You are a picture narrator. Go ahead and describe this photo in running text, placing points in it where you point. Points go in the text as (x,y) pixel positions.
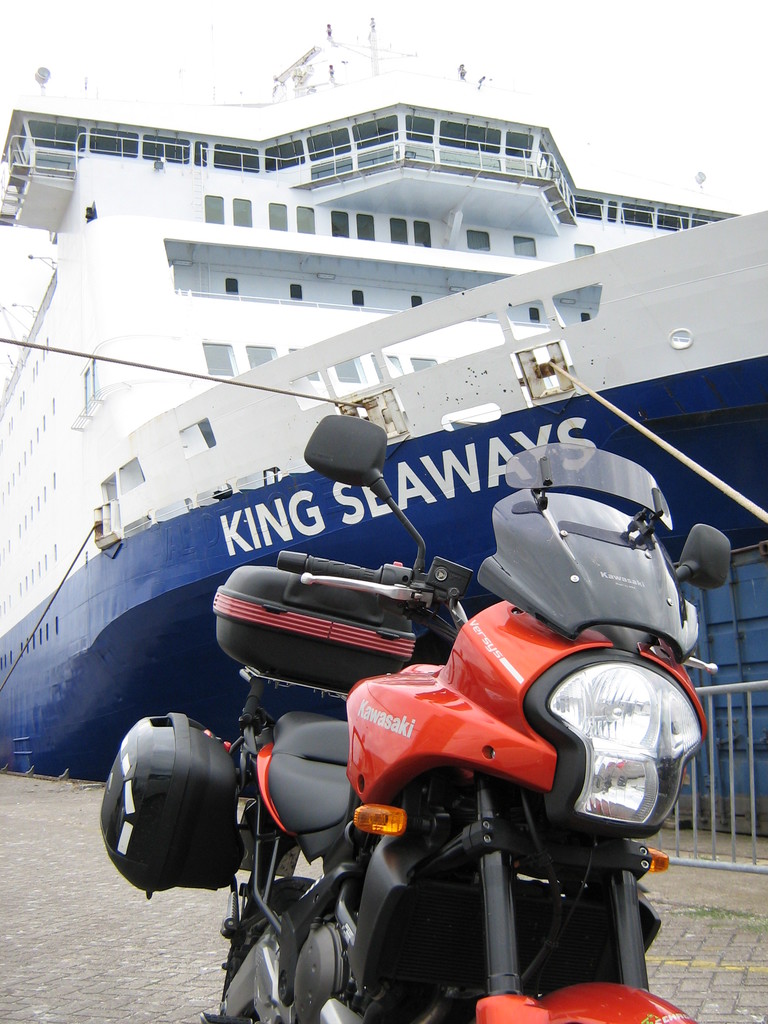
In this image I can see a motorbike (439,716) which is red and black in color on the ground (110,1013). In the background (227,537) I can see a huge ship (161,569) which is blue and white in color, the railing (758,872) and the sky (588,15).
